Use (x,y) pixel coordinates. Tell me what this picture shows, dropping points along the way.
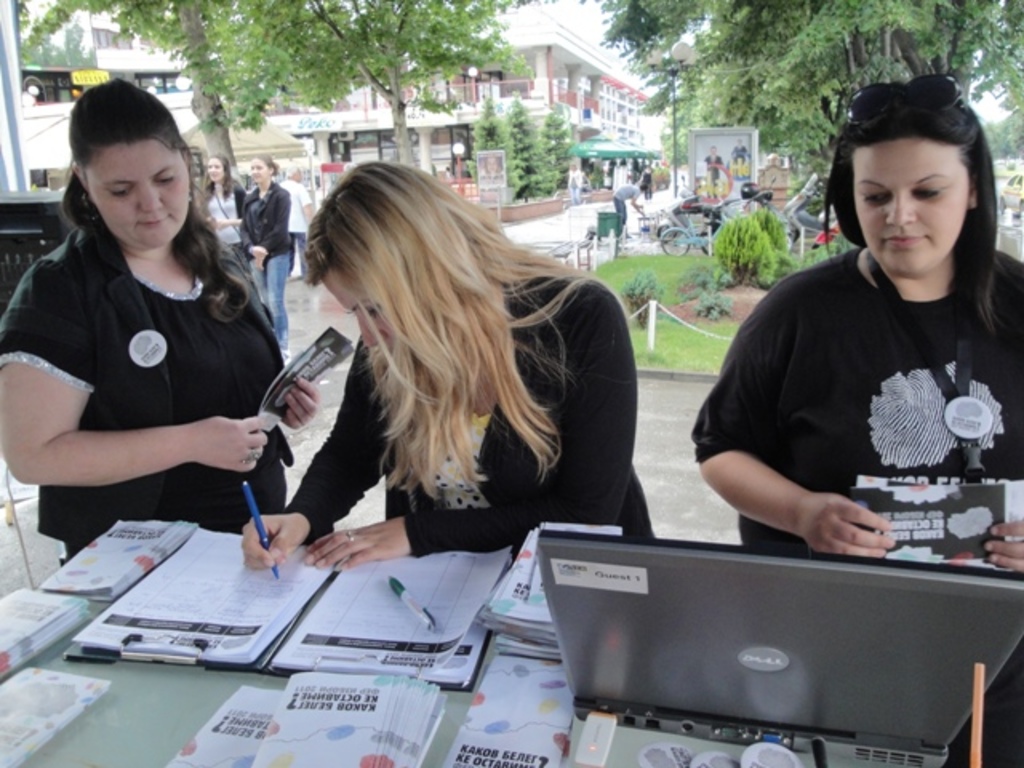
In this image in the foreground (401,317) there are three ladies (875,348). In front of them on a table (458,720) there are many papers (148,631), laptops (694,610). In the background (261,208) there are many people (637,211) on the street (652,214), trees (745,97), buildings (535,71), boards (500,189), bikes (694,206), other vehicles (796,214) are there in the background (790,229).
